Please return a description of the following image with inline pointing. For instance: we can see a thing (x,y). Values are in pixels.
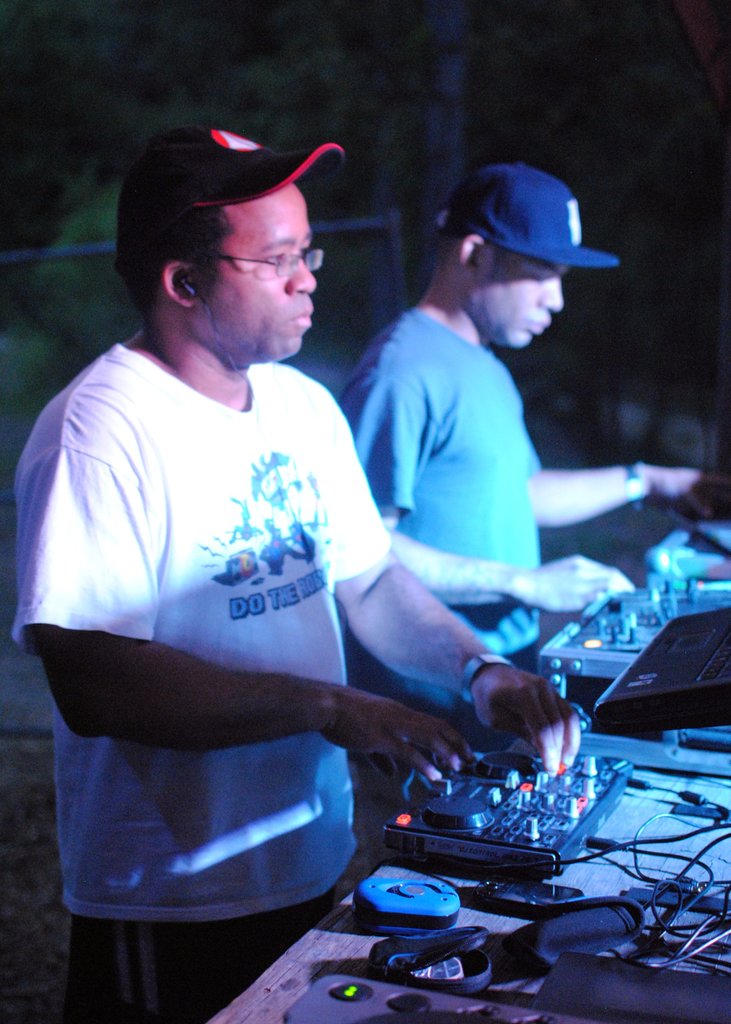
In the picture we can see two men (261,447) are standing and playing the DJ, they are in T-shirts (76,593) and caps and in the background (101,131) we can see some objects (455,67) which are not clear.
